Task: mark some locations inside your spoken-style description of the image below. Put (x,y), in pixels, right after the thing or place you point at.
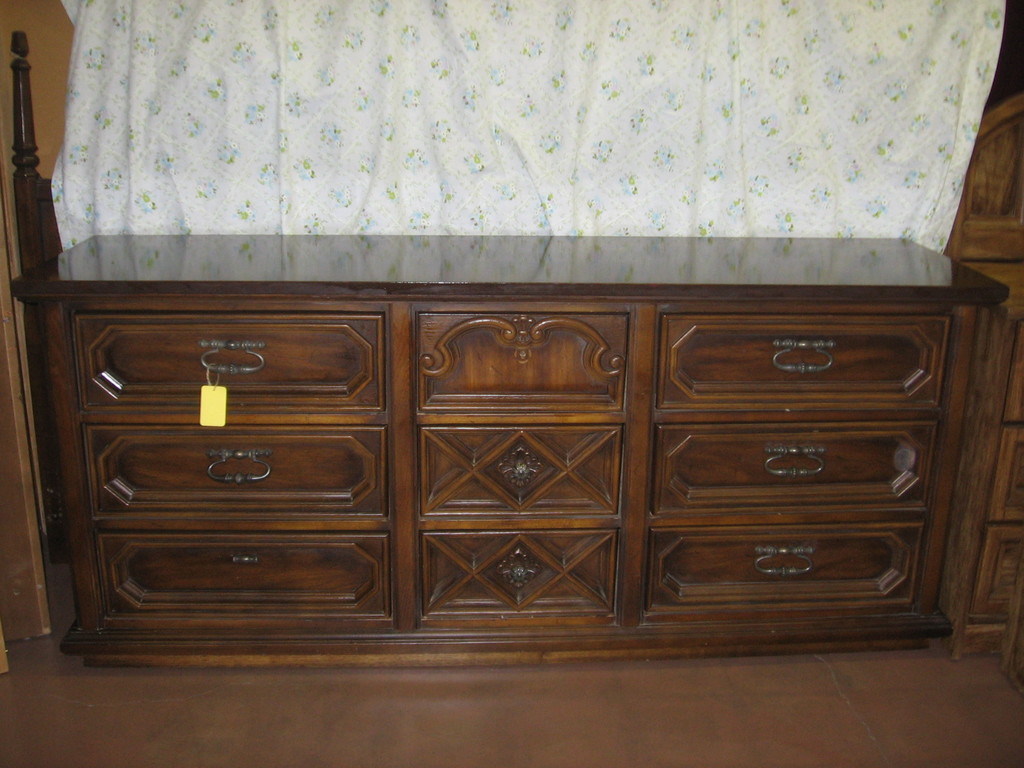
In this picture we can see drawers (565,283) and a curtain (597,184).
